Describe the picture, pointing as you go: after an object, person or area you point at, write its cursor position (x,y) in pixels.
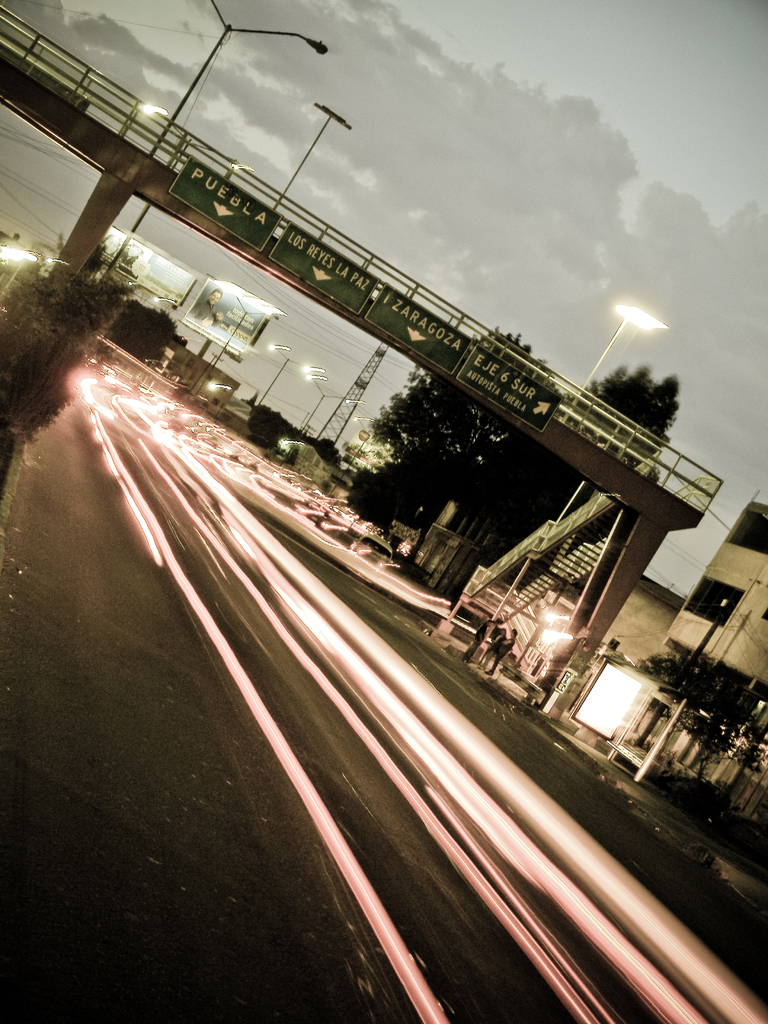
In this picture I can see the road (233,989) in front (118,1012), on which I can see the lights (232,467) and I can see few trees (106,311). In the middle of this picture (488,602) I can see a bridge (9,62) on which I can see few boards (289,249) and I see something is written and in the background (194,65) I can see few light poles (203,70) and I can see the sky (539,22). On the right side of this picture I can see a building (718,643).
